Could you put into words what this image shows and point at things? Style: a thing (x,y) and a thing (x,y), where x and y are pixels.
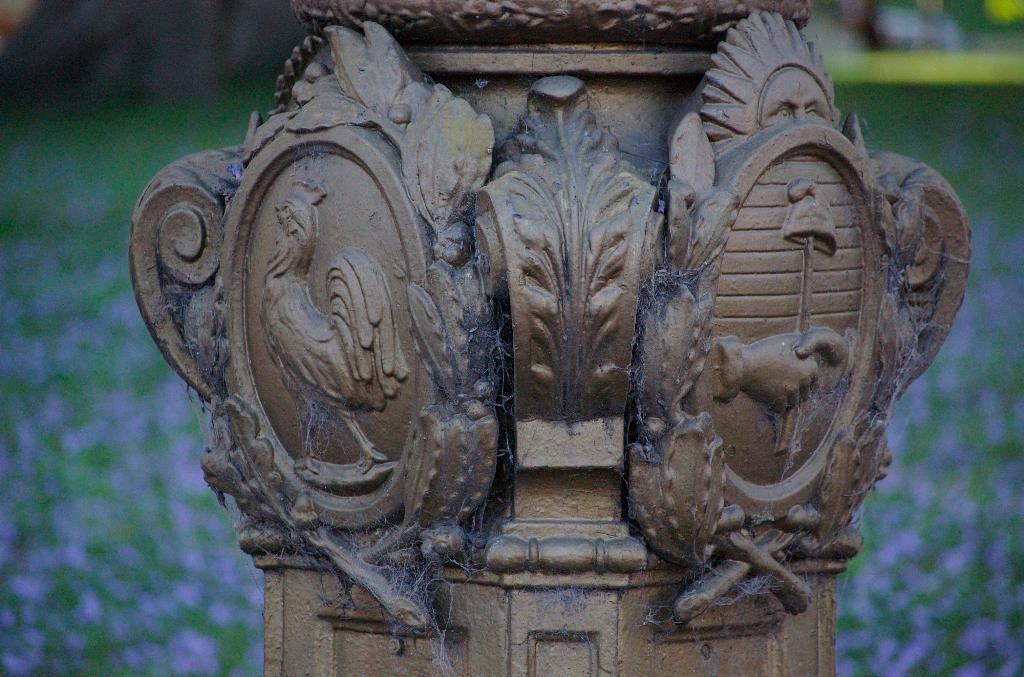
In the foreground of this image (442,324), there is a sculpture (583,358) on a pillar (591,529) and the background (57,372) image is blur.
